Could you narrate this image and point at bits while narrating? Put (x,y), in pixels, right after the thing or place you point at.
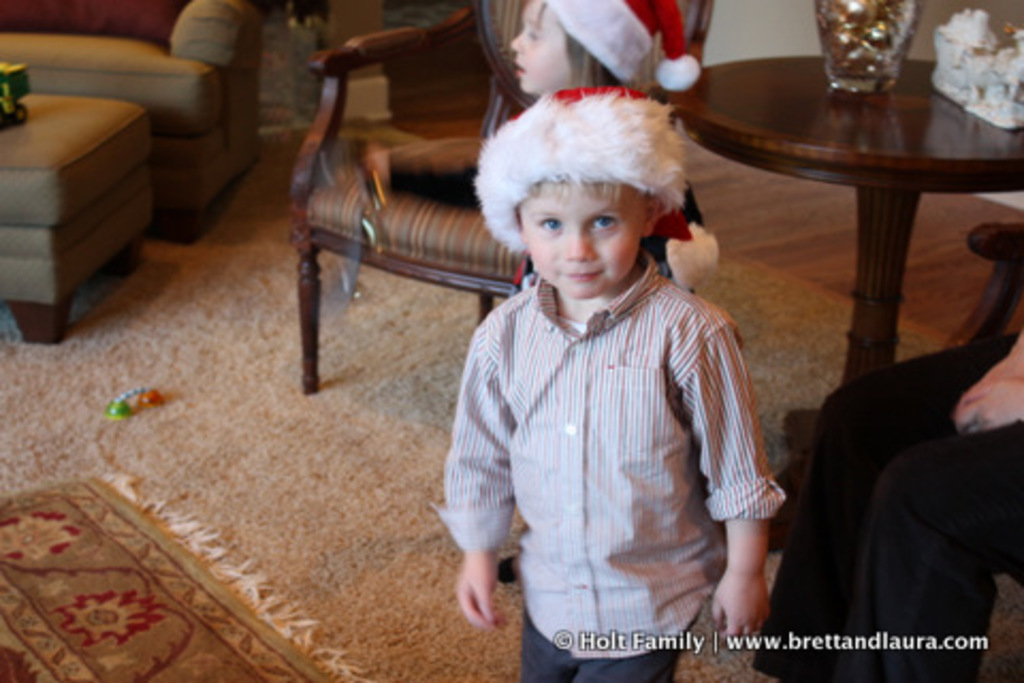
Here we can see a boy (614,201) standing on the floor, and at back (568,58) a child (561,83) is standing and wearing a cap (615,45), and at side a person (869,468) is sitting on the chair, and here is the sofa (182,61), and here is the table (780,134) and some objects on it.
